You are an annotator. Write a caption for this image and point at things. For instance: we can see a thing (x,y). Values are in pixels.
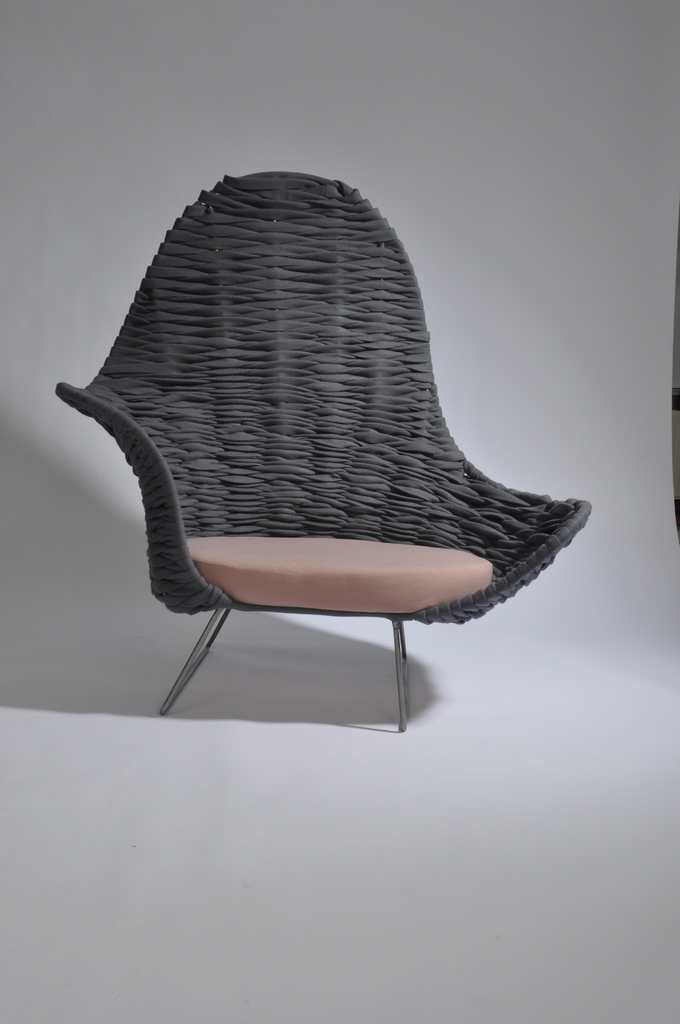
As we can see in the image there is a white color background (562,172). In front of background there is chair (299,346).
